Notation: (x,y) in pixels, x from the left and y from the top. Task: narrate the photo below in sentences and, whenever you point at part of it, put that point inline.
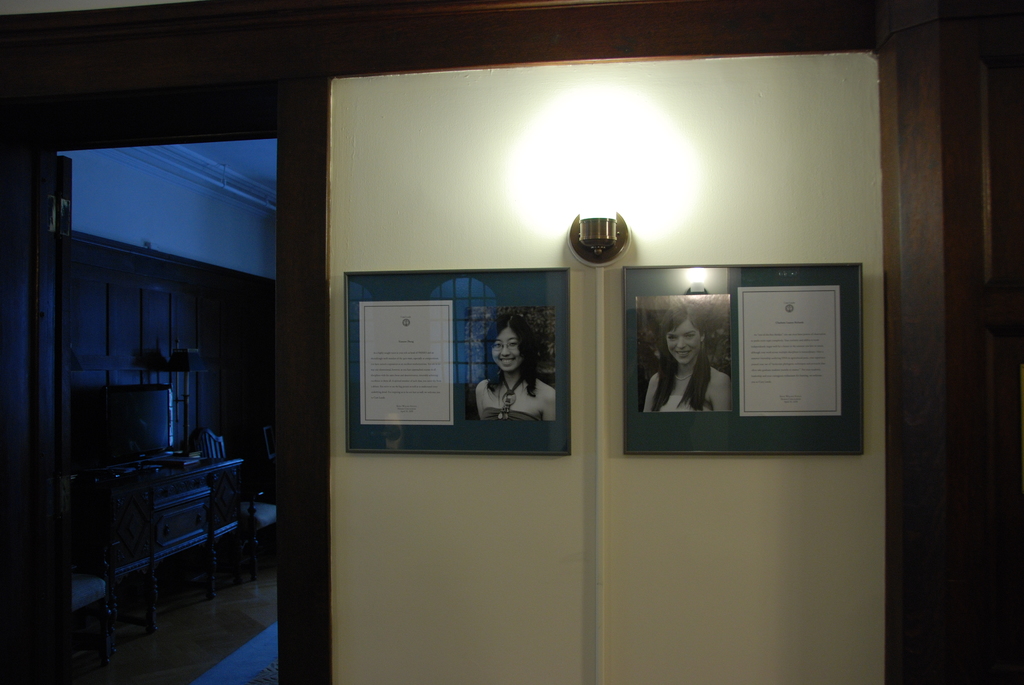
In this image I see the wall (695,175) over here and I see frames (522,332) on which there are 2 pictures (645,339) of women (511,347) who are smiling and I see the light (595,179) over here. In the background (243,295) I see that it is a bit dark and I see few things (149,450) over here.
